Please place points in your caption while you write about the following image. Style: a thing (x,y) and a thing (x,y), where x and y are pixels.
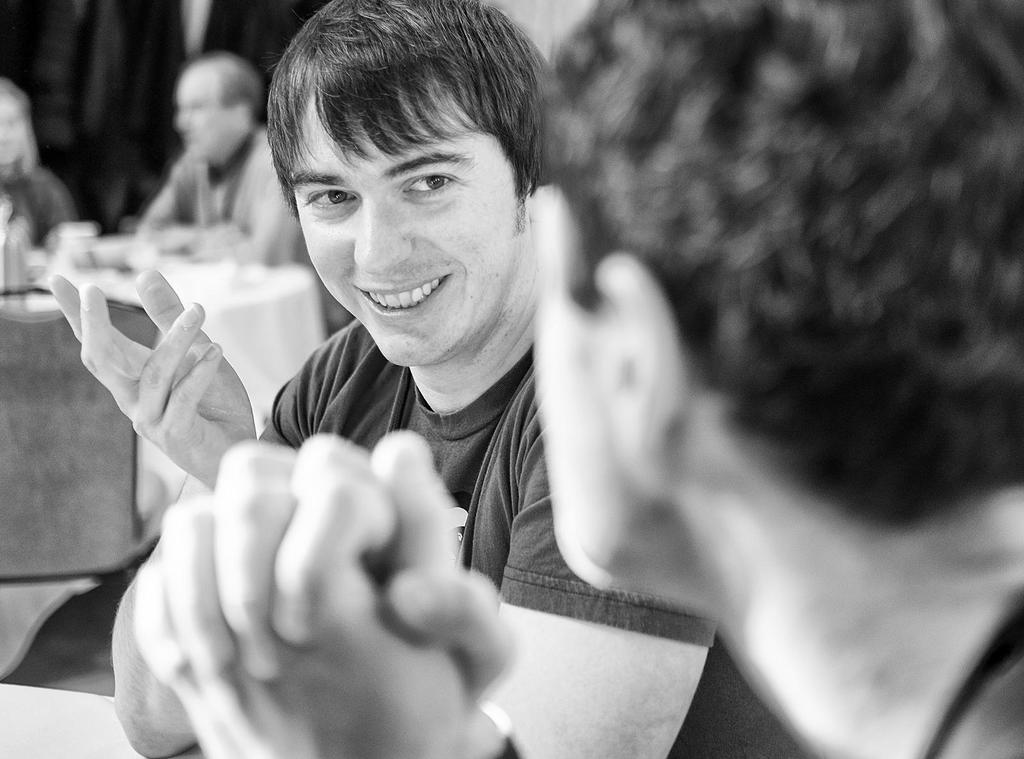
In this image there is a boys (474,363) sitting on the chair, smiling and arm wrestling with another person (615,461). Behind there is dining table (88,268) and a man (218,145) and woman (29,183) sitting and talking with each other.
